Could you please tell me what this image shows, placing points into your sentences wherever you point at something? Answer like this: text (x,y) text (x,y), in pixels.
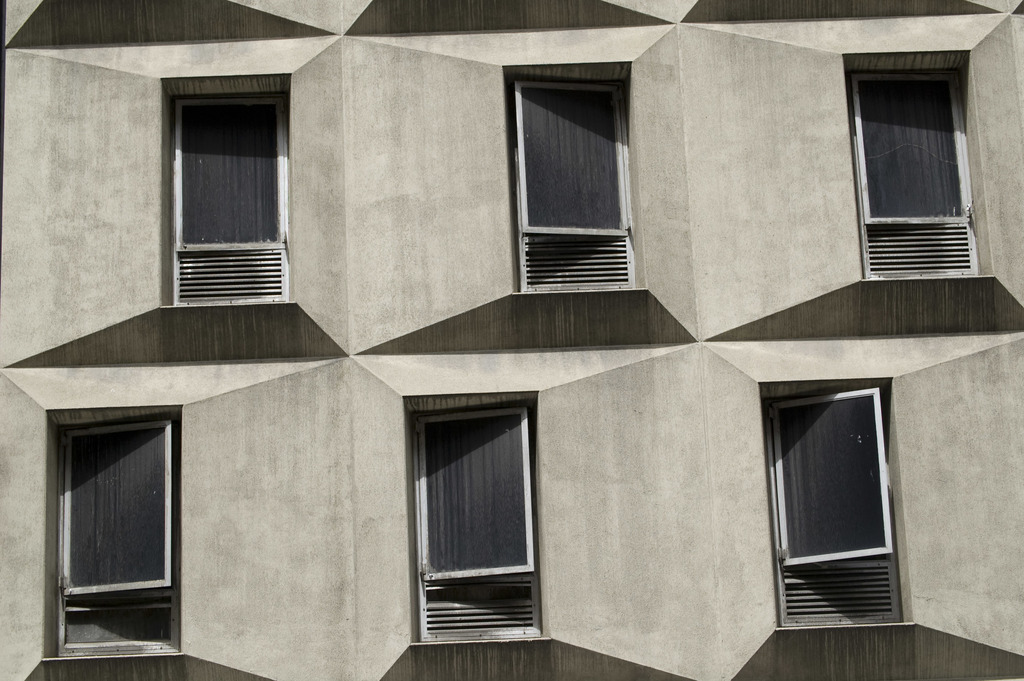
In the picture there are many windows (176,193) to the building (482,165).
